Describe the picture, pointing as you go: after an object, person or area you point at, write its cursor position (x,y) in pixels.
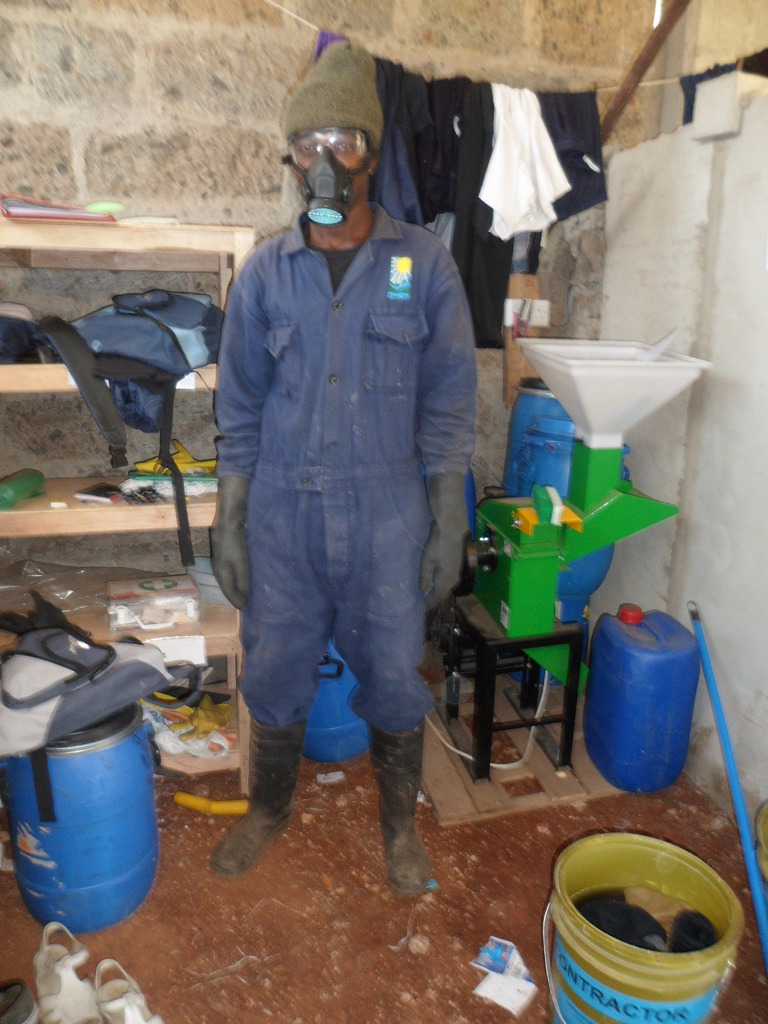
In the center of the picture (380,526) there is a person (333,202) wearing mask (330,193), gloves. On the left (91,758) there are cupboard (218,241), bags (163,334), books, drum (99,822), shoes (93,994) and other objects (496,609). On the right (642,622) there are bucket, plastic containers (637,646), stool (527,654) and other objects (662,357). In the background (476,158) there are clothes (499,131), rope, pole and wall (593,85).
